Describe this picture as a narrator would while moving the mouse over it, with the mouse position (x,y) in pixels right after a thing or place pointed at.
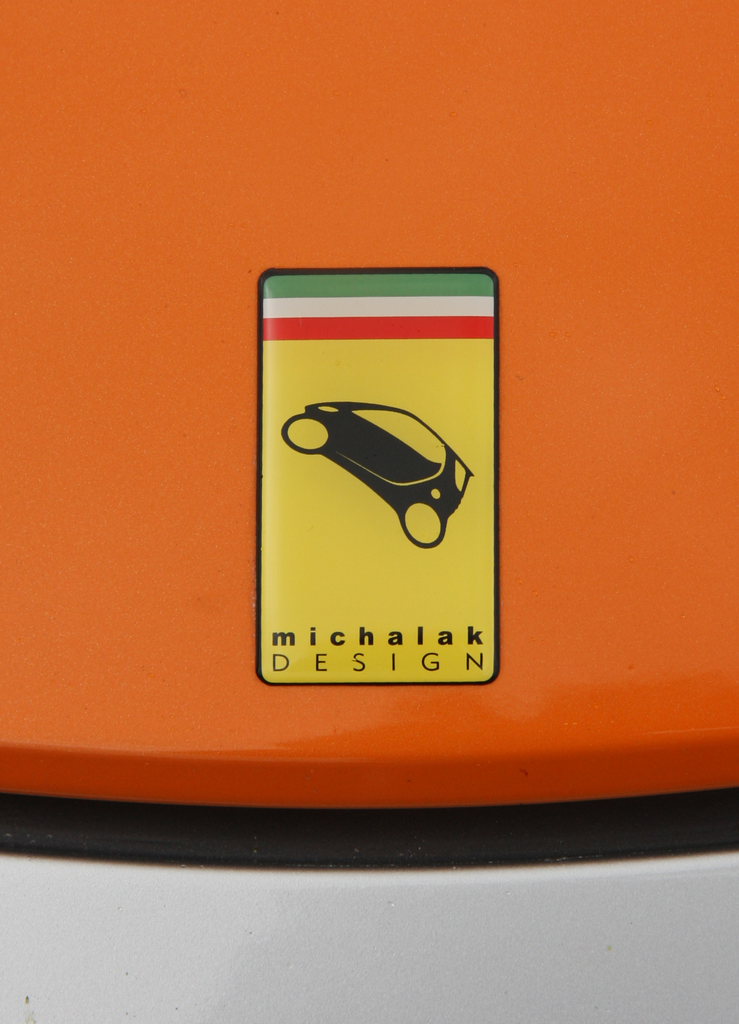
In this image we can see a car symbol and some text (298,642) on orange color background (306,78).
